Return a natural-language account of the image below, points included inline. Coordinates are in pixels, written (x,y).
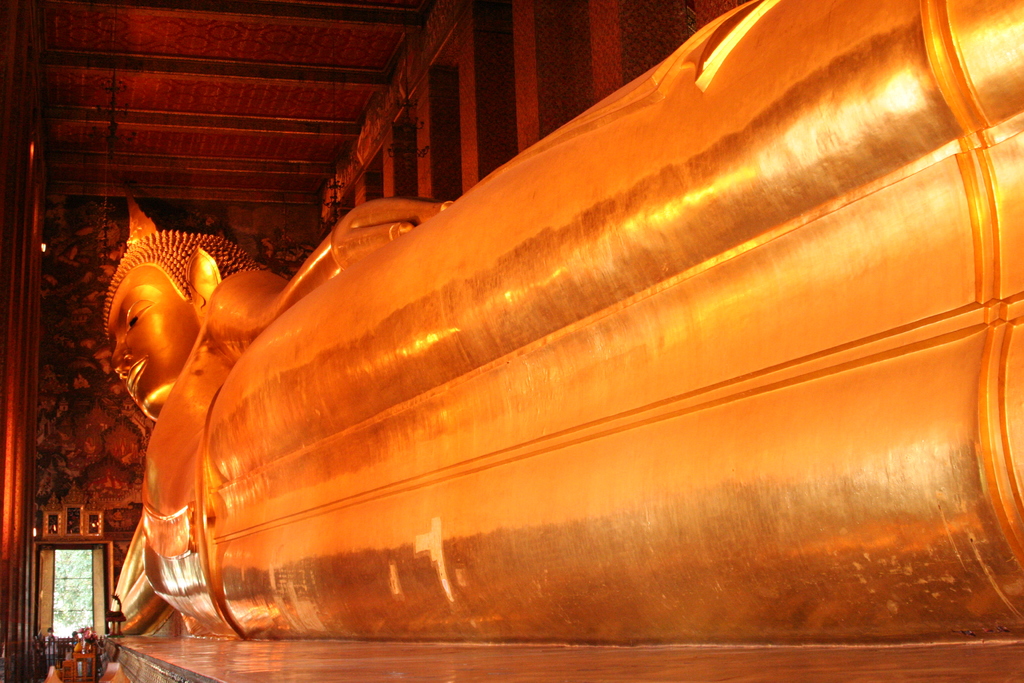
In the center of the image (411,266) we can see statue (297,379). At the bottom of the image (44,638) we can see persons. In the background (436,11) we can see door (66,633) and wall (438,42).
